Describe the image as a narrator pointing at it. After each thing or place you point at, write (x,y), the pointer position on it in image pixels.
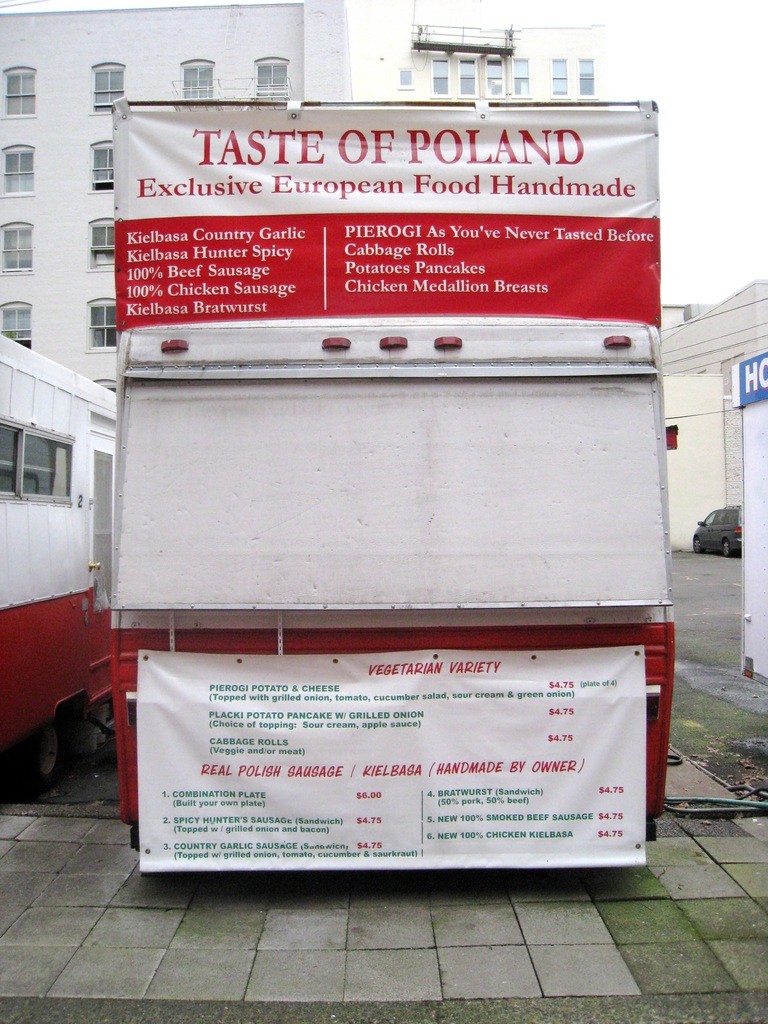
In this picture we can see few vehicles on the ground (492,984), here we can see banners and in the background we can see buildings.
